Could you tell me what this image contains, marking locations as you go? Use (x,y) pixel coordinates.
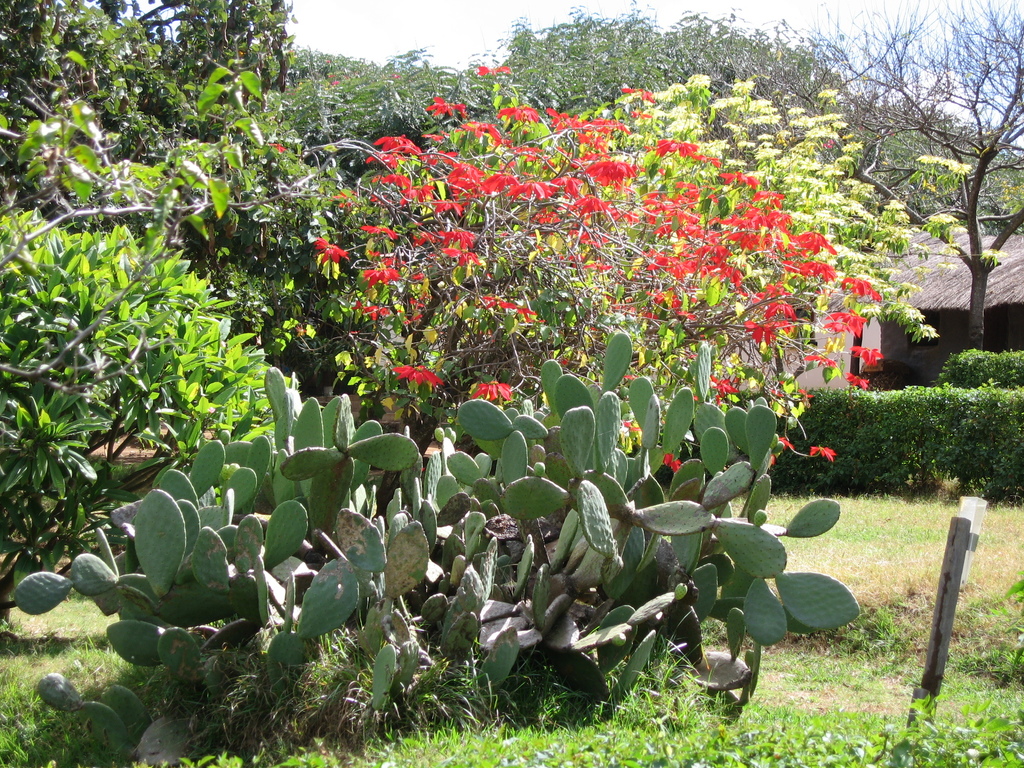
In this image, we can see some trees (558,136). There are desert plants (755,604) at the bottom of the image (629,518). There is a sky (450,38) at the top of the image (447,65).
